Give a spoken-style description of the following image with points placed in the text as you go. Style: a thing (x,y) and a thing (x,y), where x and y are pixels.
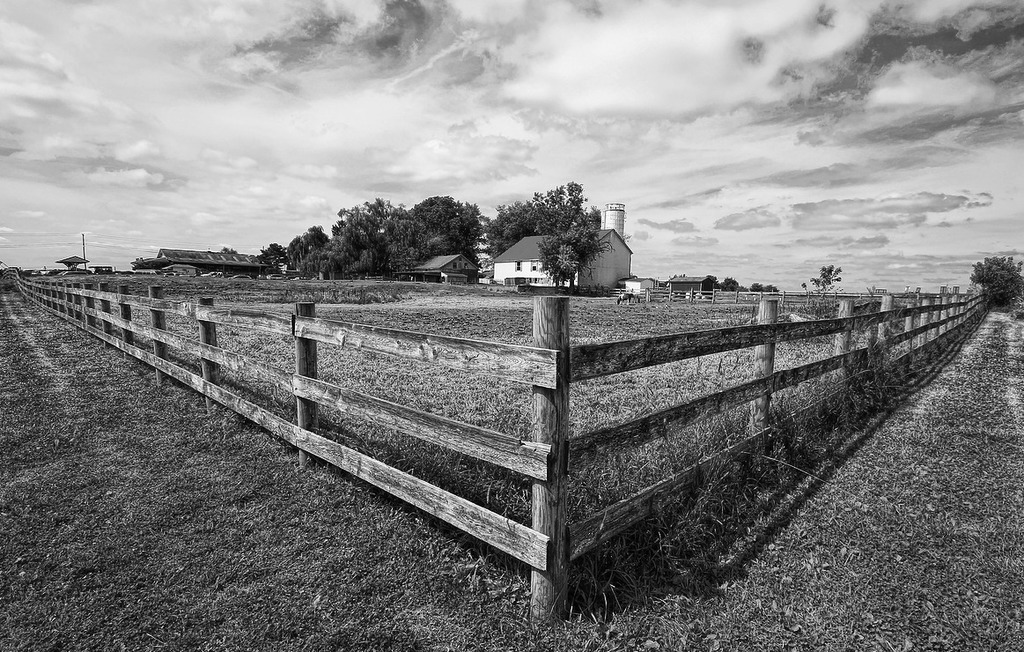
In this image there is a fencing (905,307) as we can see at bottom of this image (550,463) and middle of this image (564,410). There is a building (502,260) at middle of this image (555,263) and there are some trees (444,237) in the background (463,237) and there is one tree (990,271) at right side of this image (1006,275), and there is a sky (564,134) at top of this image (512,82).
